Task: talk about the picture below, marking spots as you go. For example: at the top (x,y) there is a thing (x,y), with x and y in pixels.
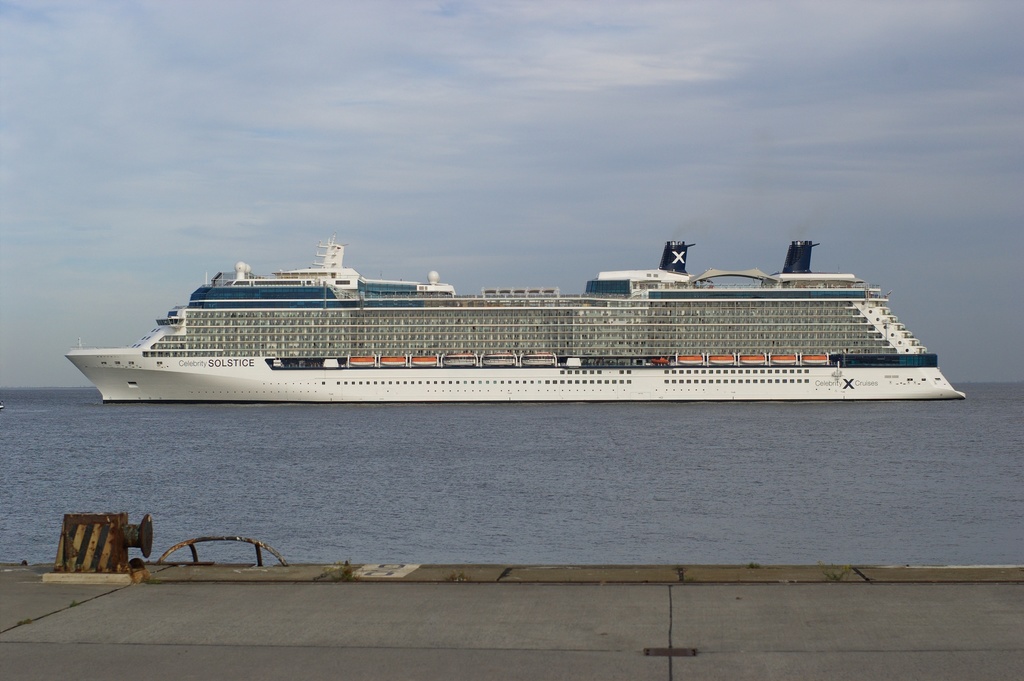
Sky (519,87) is cloudy. Here we can see water (376,445) and ship (617,337).
